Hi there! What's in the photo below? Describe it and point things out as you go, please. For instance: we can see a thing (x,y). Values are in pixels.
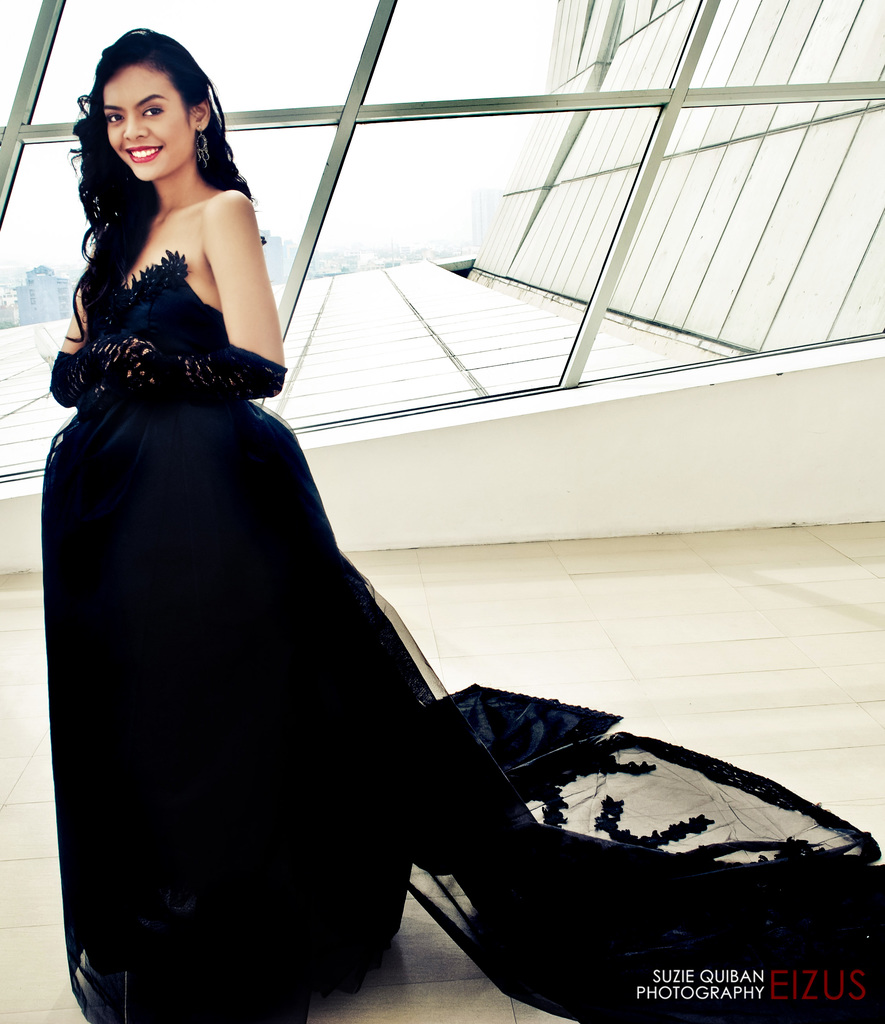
In this picture there is a woman (300,754) with black dress (215,585) is standing and smiling. At the back (645,122) there is a mirror wall (727,75) and behind the wall (400,62), there are buildings (322,276) and trees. At the top (294,66) there is sky (337,56). At the bottom right (741,972) there is a text (726,975).
